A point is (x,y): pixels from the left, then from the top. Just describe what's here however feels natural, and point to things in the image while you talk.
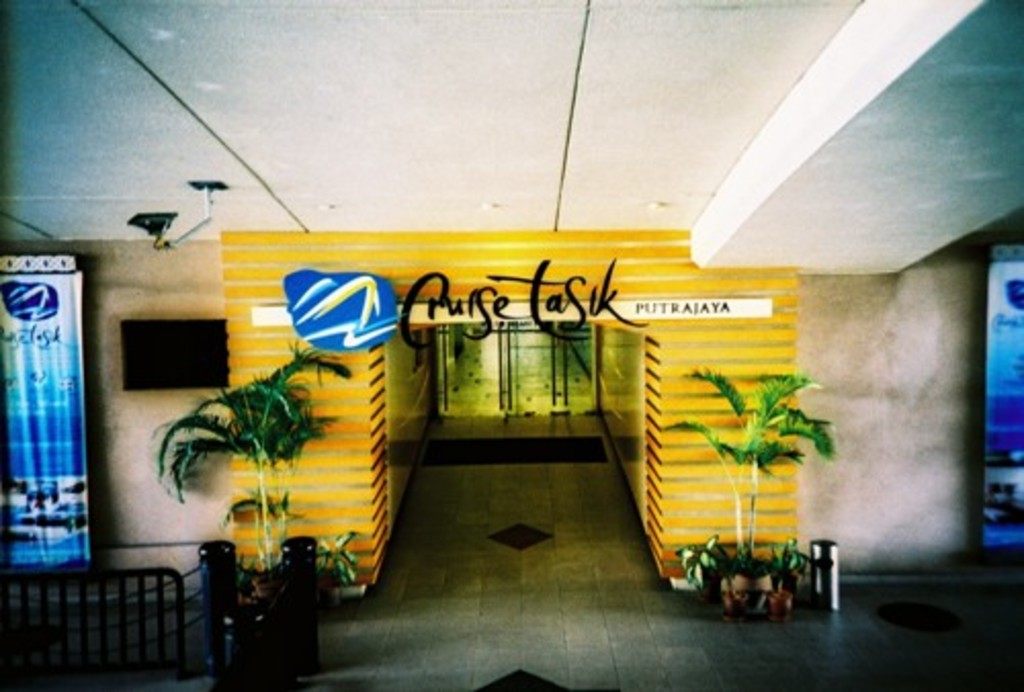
In this image we can see a signboard (337,340) on an arch (377,440). We can also see some banners (81,536), a fence (87,611), poles (232,616), a dustbin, some plants (271,572) in pots (779,610), a display screen (211,355) on a wall (100,351) and a light (210,186) to a roof (291,153).
